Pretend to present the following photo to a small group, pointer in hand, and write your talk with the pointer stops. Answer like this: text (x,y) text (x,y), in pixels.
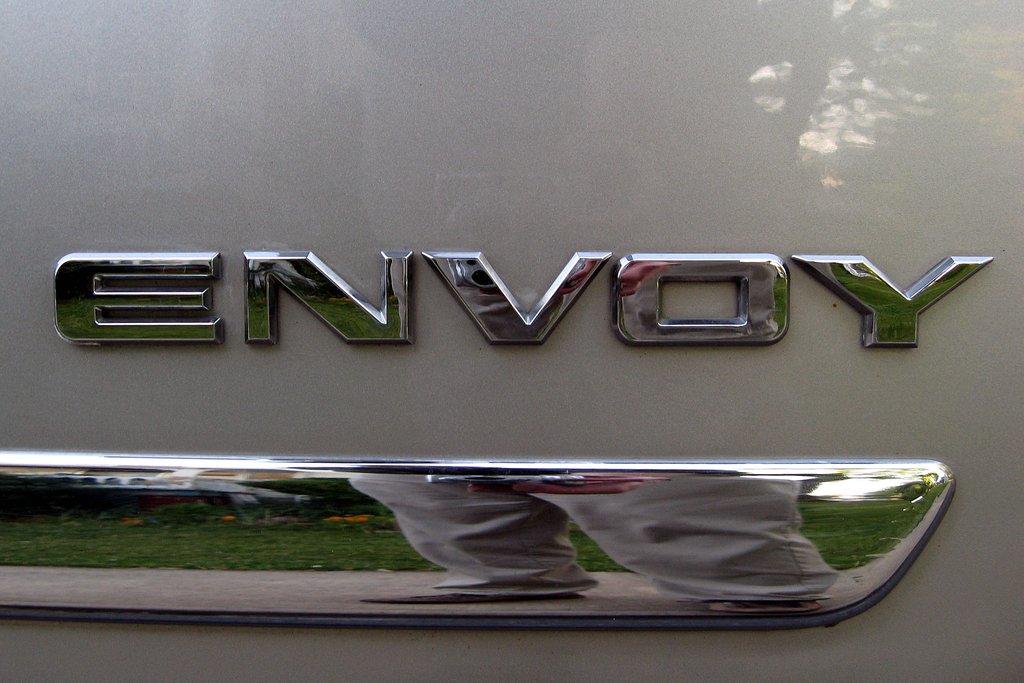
We can see a part of a vehicle (424,565) with name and steel bar (382,573). On the steel bar (496,511) we can see legs (607,525) of a person (524,544) and grass (199,544).
